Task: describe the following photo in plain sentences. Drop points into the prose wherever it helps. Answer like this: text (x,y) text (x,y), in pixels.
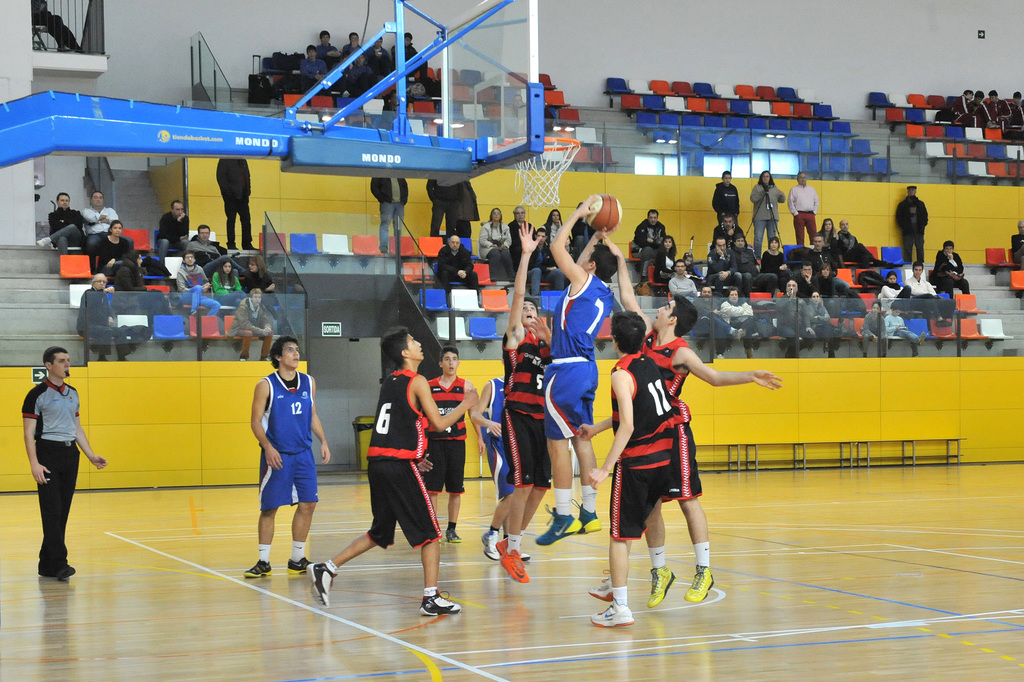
In the image inside the basketball stadium (536,534) there are few players (494,431) playing. There is a person (593,211) holding a ball (603,219) in the hand (588,211). Above them there is a stand (492,138) and also there is a basket (547,185). Behind them there is a fencing wall (710,396). Behind the wall (964,377) there are many people (954,263) sitting on the chairs (796,88). And there are few empty chairs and railings (753,148).
